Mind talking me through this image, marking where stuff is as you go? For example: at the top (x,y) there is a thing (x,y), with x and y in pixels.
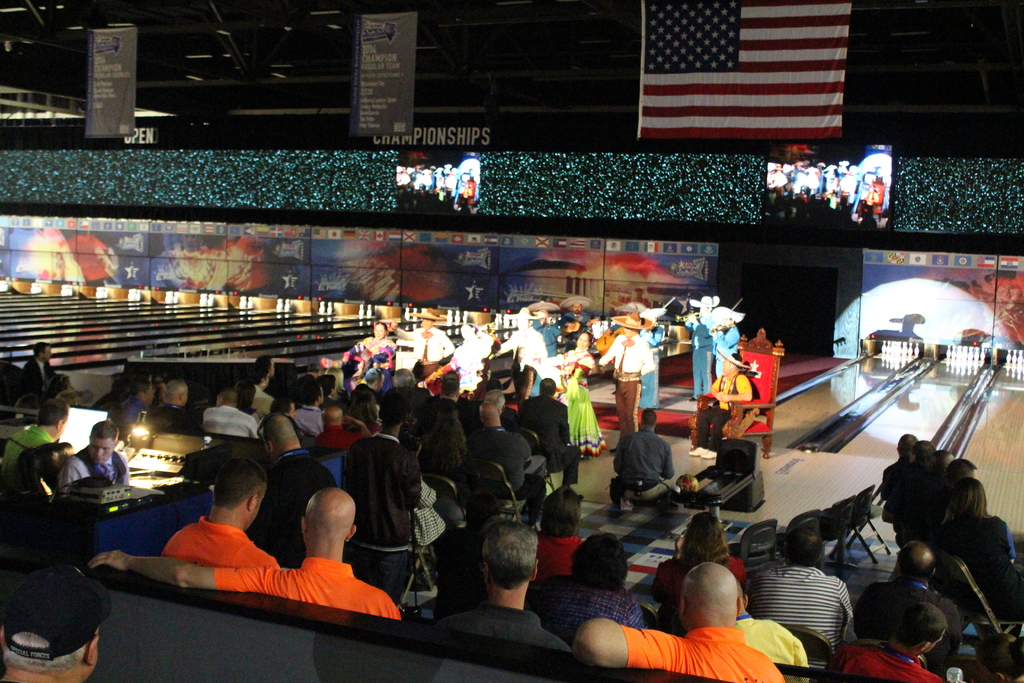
In this image few people (443,366) are dancing on the floor (662,393). A person (742,396) is sitting on the chair (776,371). He is wearing a cap (741,356). Few chairs (772,353) are on the floor (596,519). Few people (496,607) are sitting on the chairs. Left side (139,478) there is a table (140,510) having few electrical devices (132,491). Left side there are few bowling lanes (62,337). Few screens (28,186) are attached to the wall (28,168). Few banners (107,42) and a flag (722,99) are hanging from the roof (494,55). Background (244,253) there are few posters (312,250) attached to the wall (588,272).
